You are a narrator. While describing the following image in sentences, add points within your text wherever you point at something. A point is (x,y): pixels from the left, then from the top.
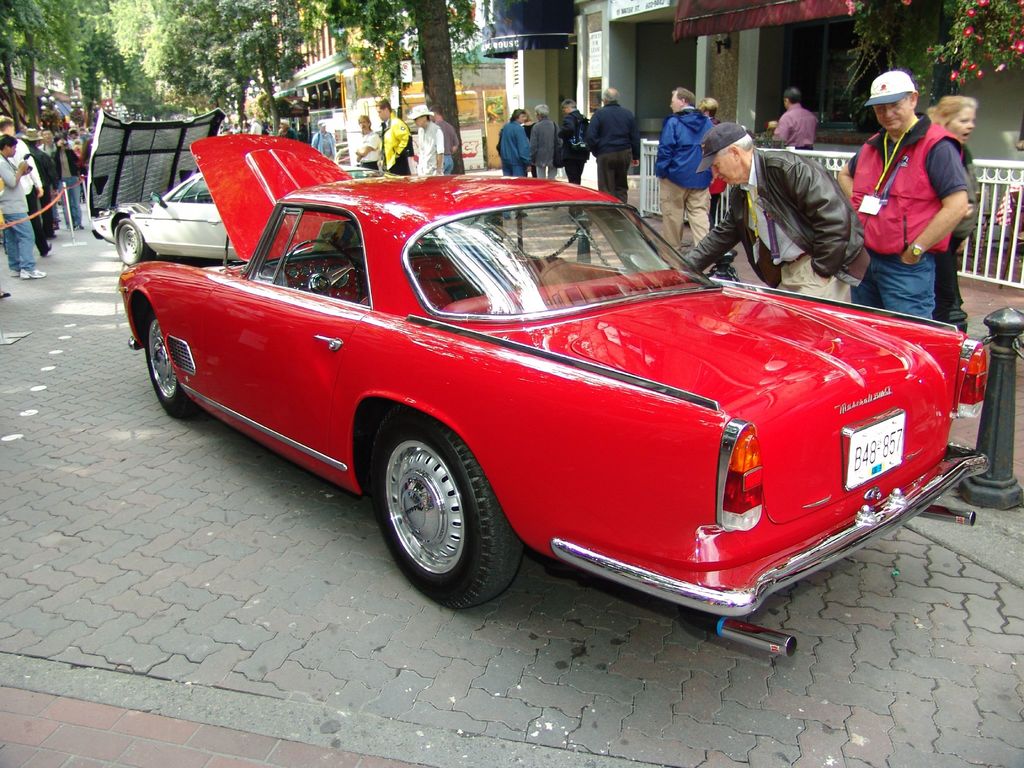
In the center of the image (435,316) there are cars (396,357) on the road (550,572). In the background (125,71) we can see persons (683,144), trees (405,4), buildings (689,1).
